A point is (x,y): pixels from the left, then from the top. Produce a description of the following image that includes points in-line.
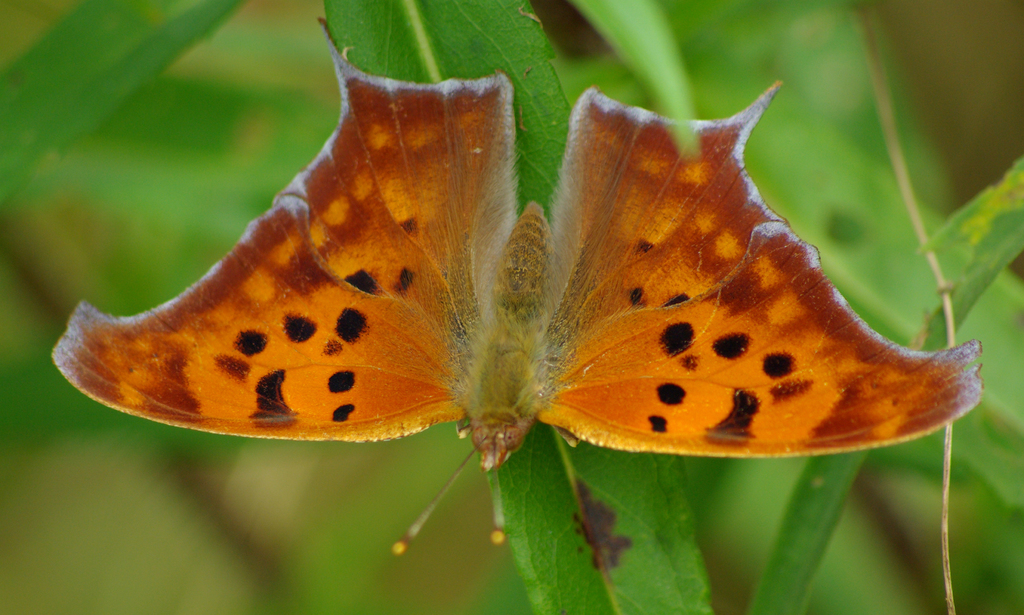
It is a butterfly (560,309) which is in brown color on the leaves (542,454) of a plant (522,454).
